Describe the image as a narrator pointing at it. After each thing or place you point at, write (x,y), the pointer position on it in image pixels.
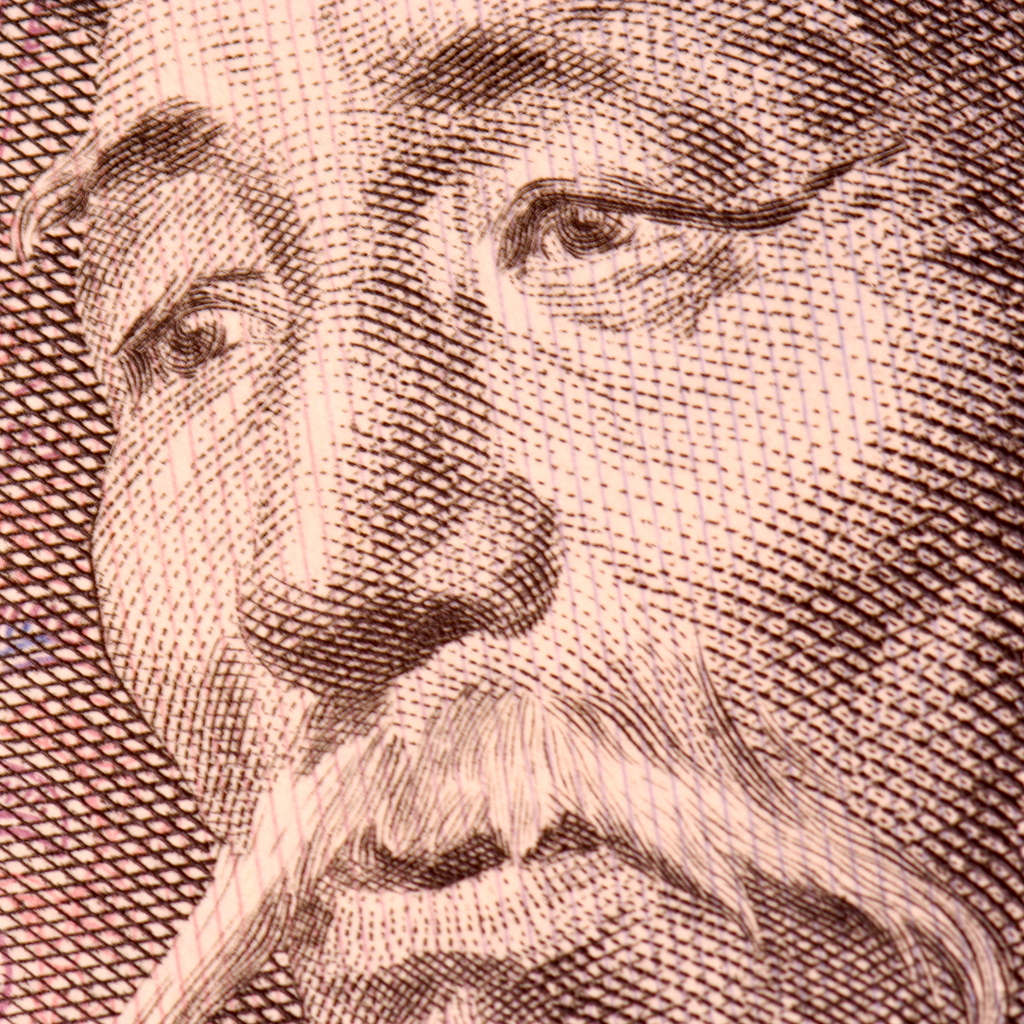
This is a painting of a person's face (633,458).
